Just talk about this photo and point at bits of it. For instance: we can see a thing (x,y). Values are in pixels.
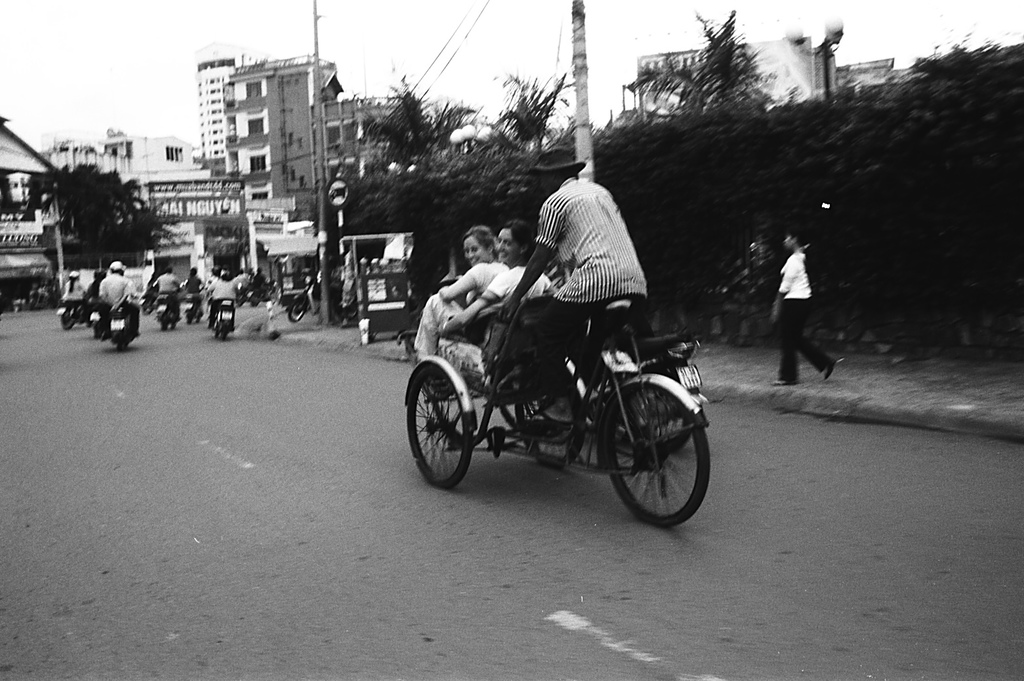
In this picture there is a man (534,365) who is riding the bicycle cart (497,344) and there are two girls (505,268) those who are sitting in front, there some trees (878,201) around the area of the image and there is a building (238,73) at the left side of the image (292,64) it seems to be a street view.
